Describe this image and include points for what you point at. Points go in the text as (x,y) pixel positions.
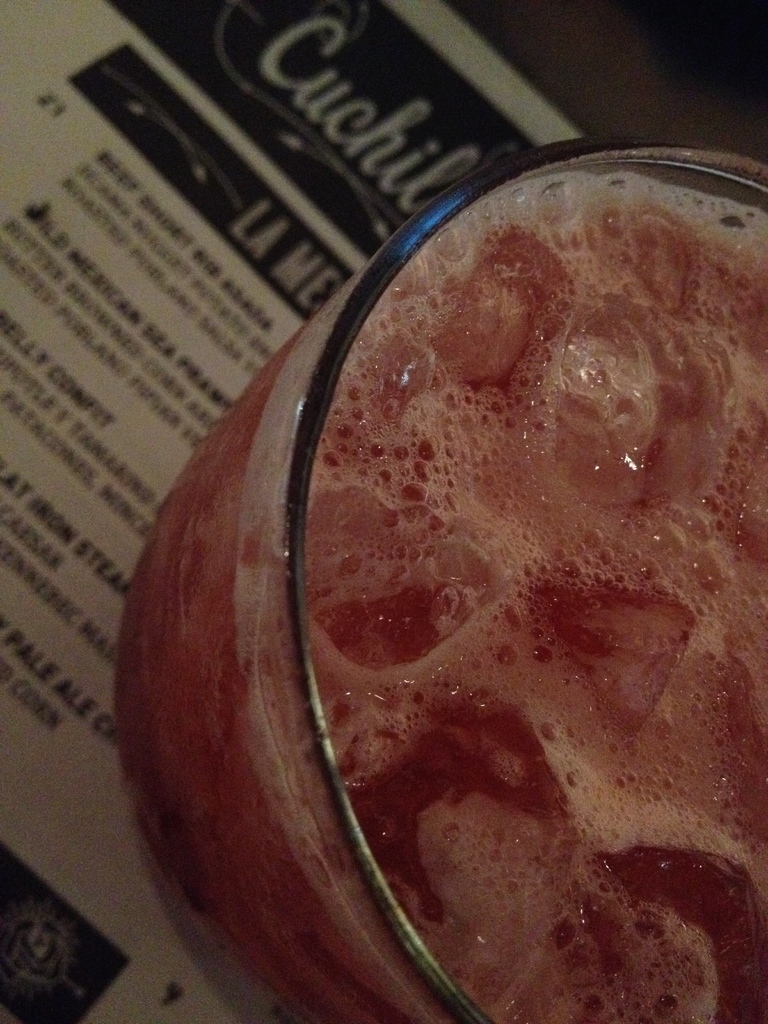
Here we can see a glass (308,995) with drink (630,639) and a paper (62,1013).
